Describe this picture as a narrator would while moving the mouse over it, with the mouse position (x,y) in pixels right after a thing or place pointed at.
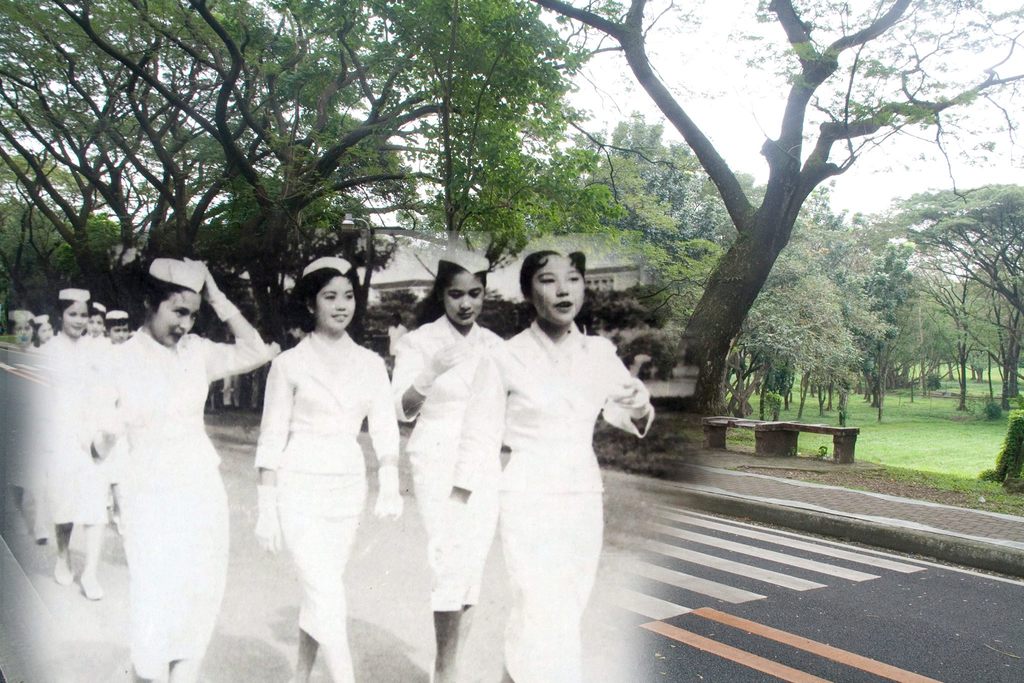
In the picture I can see a group of women (425,350) walking on the road (255,511). They are wearing a white color dress (477,439) and a few of them are smiling. I can see the marble benches (760,448), a house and trees (665,271) on the side of the road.
